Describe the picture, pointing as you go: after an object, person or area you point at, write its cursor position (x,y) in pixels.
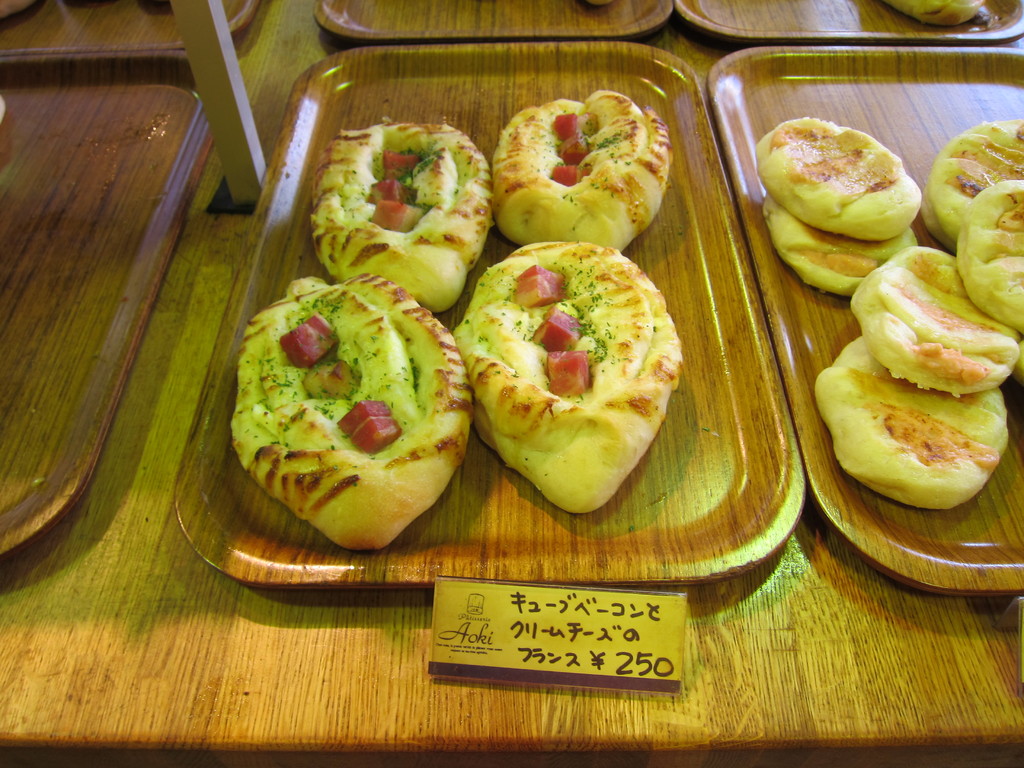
In this image, we can see plates (317,152) on the table (813,555) contains some food (821,388). There is a price strip (480,622) at the bottom of the image (603,666).
